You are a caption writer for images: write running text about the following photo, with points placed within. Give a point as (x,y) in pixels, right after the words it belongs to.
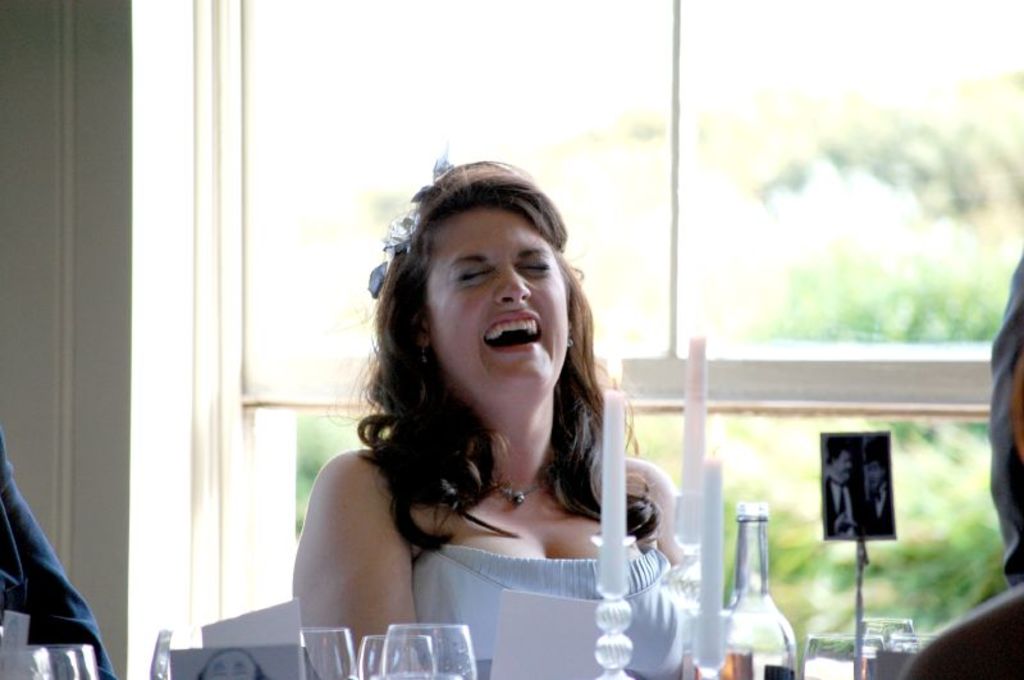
There is a woman (489,520) laughing. We can see glasses (383,679), bottle (736,672), candles (707,616) and objects (852,502). In the background (859,57) we can see glass (717,175) and wall (72,350), through this glass (1003,137) we can see trees (921,306).
